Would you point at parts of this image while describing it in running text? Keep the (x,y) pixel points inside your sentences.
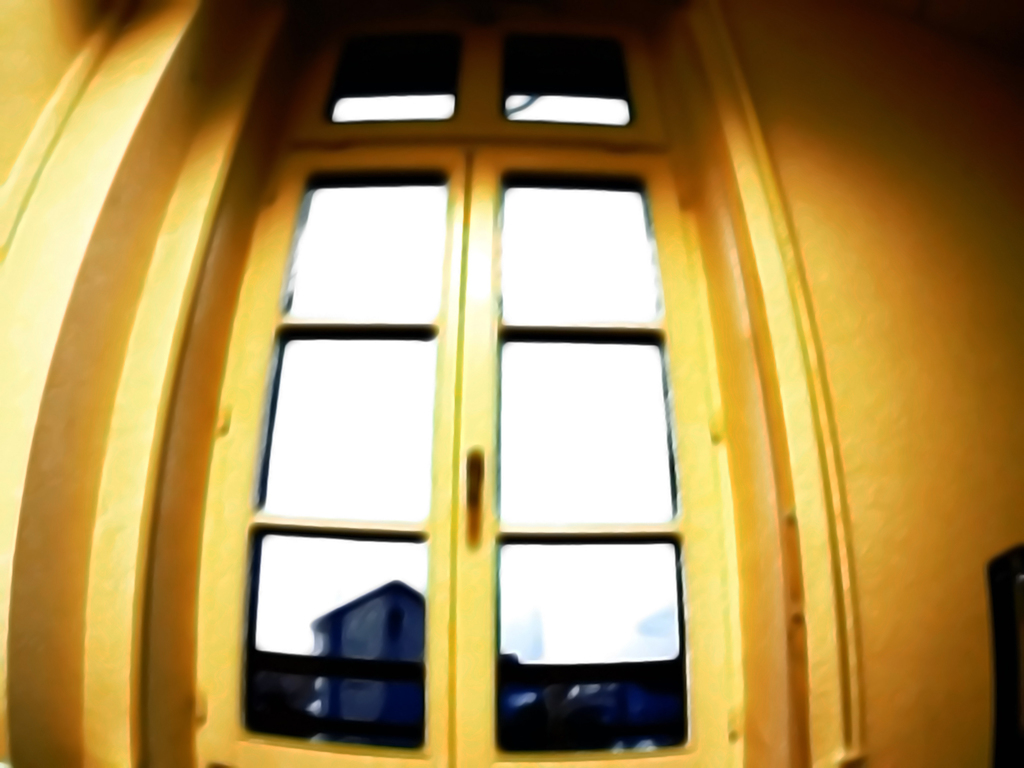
In this image we can see that it looks like a door (409,440). Through the glass (588,589) we can see some objects (521,687).
